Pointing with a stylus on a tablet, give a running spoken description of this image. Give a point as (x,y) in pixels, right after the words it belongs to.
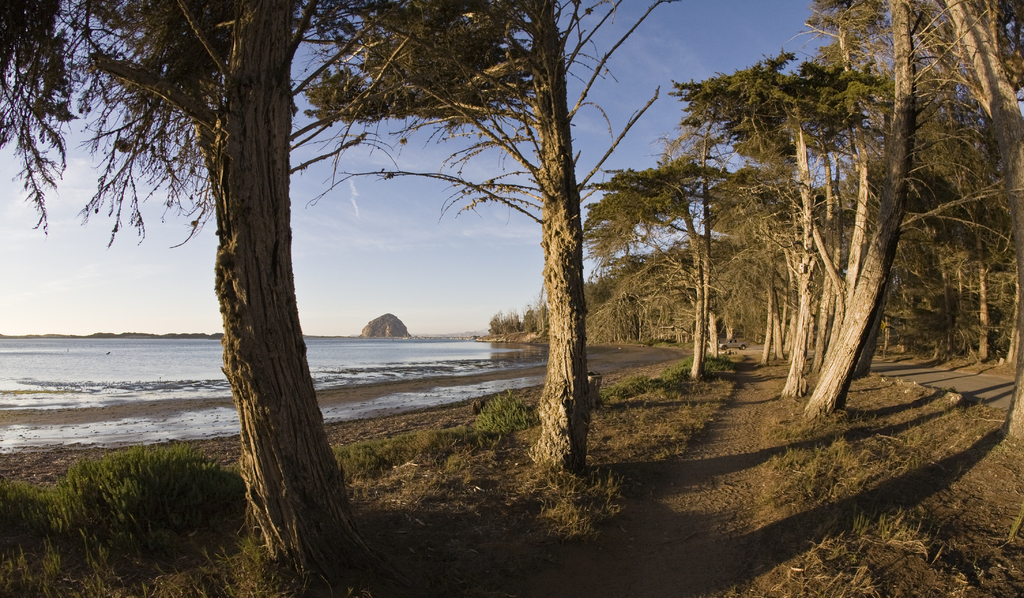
In this image in front (804,320) there are trees (818,321). On the right side of the image (955,383) there is a road (962,376). On the left side of the image (200,368) there is water (339,385). In the background of the image (367,331) there are rocks (373,329) and sky (467,236).
